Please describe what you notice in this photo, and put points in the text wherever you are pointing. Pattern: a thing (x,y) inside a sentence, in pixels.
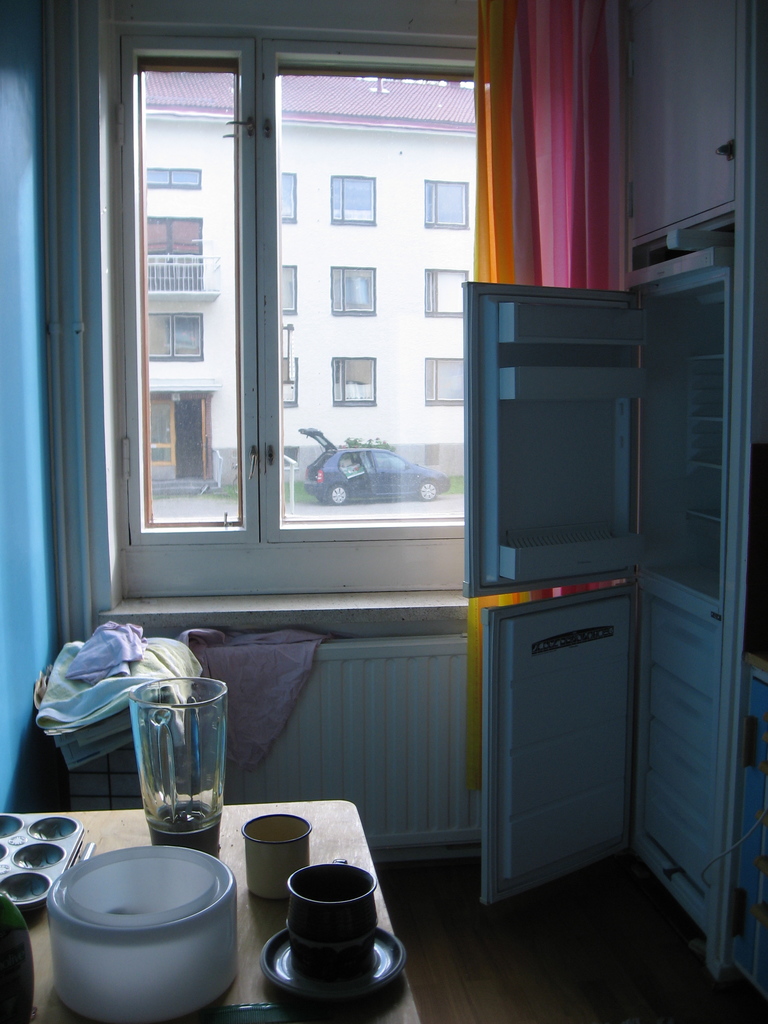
In the image we can see the internal view of the room (620,907). Here we can see a refrigerator (580,848), cup (274,888), container (204,910) and other things (189,817). Here we can see clothes (208,646), the window (324,366), curtains (493,278) and the floor (517,905). Out of the window (264,217) we can see the building (386,235) and the windows (449,286) of the building (412,252), we can even see the vehicle (373,480), grass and the road (311,504).
